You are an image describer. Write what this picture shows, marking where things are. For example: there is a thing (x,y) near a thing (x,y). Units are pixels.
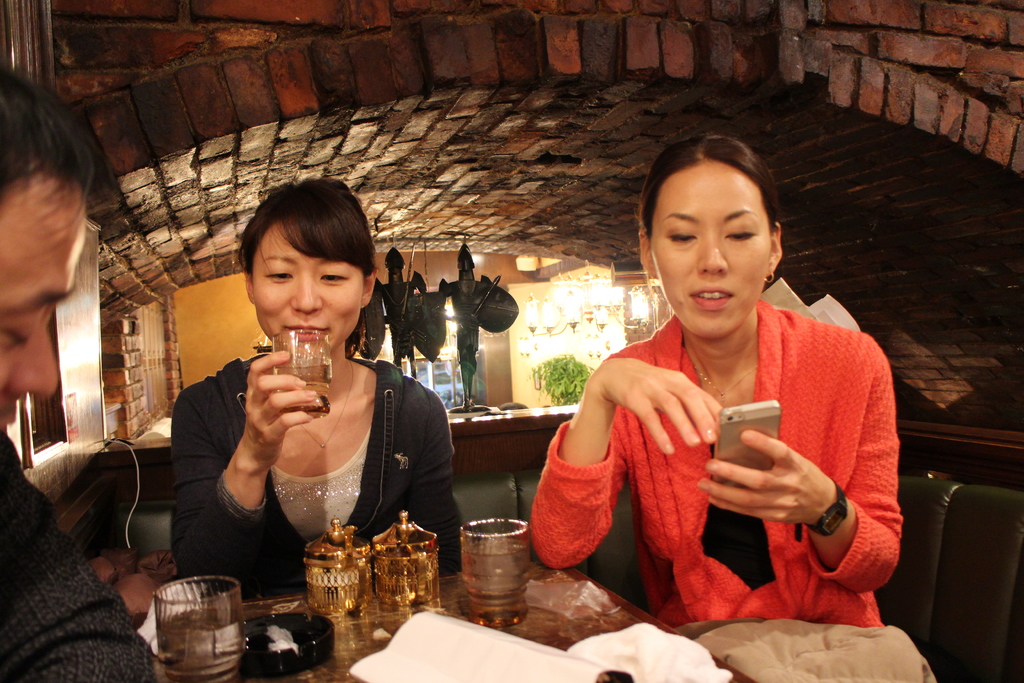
In this image, in the middle (630,390), we can see two women (283,382). On the right side (788,335), we can see a woman (790,342) sitting on the couch (915,527) and holding a mobile (764,448) in her hand (760,450). In the middle of the image (355,357), we can also see another woman (404,388) wearing a black color coat (373,427) is holding a glass (282,366) in her hand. On the left side (45,334), we can see a person (138,675) sitting in front of the table (518,669), on that table (590,645) a paper (405,672), cloth (772,658), glass (479,559). In the background (510,310), we can also see some sculptures (463,315), plants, lights (577,332), brick wall (116,341), glass window (448,364). At the top (542,174), we can see a roof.
